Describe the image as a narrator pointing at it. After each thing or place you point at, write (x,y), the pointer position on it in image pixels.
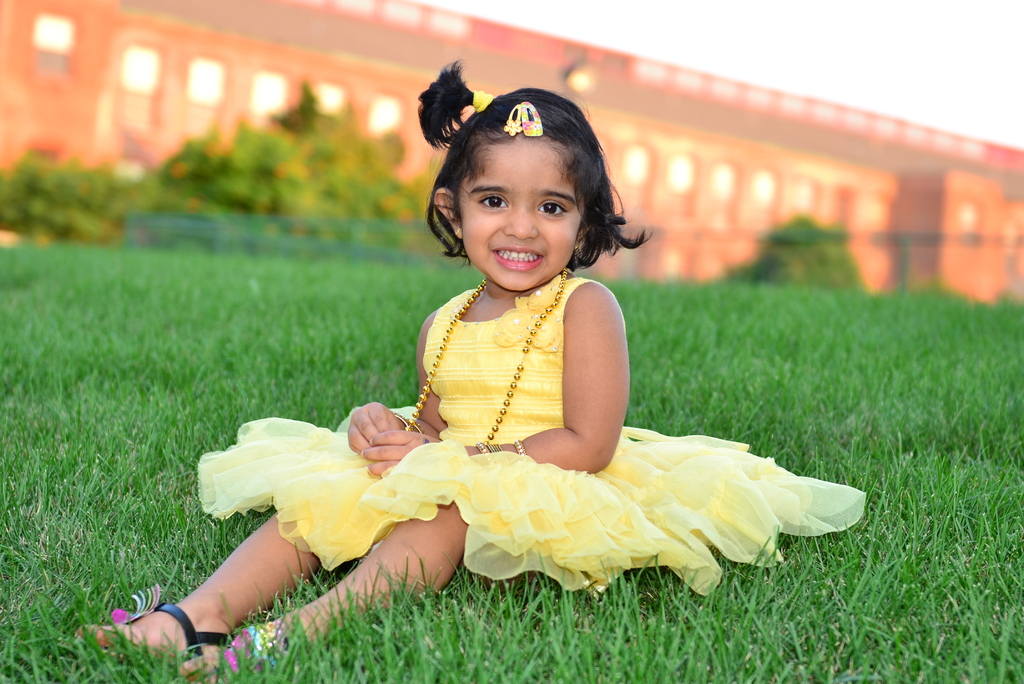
In this picture we can see a kid (511,486) is sitting and smiling, at the bottom (951,591) there is grass (825,568), in the background (727,114) it looks like a building (694,101), there are some trees (187,179) in the middle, there is the sky (857,22) at the right top of the picture (857,22).
